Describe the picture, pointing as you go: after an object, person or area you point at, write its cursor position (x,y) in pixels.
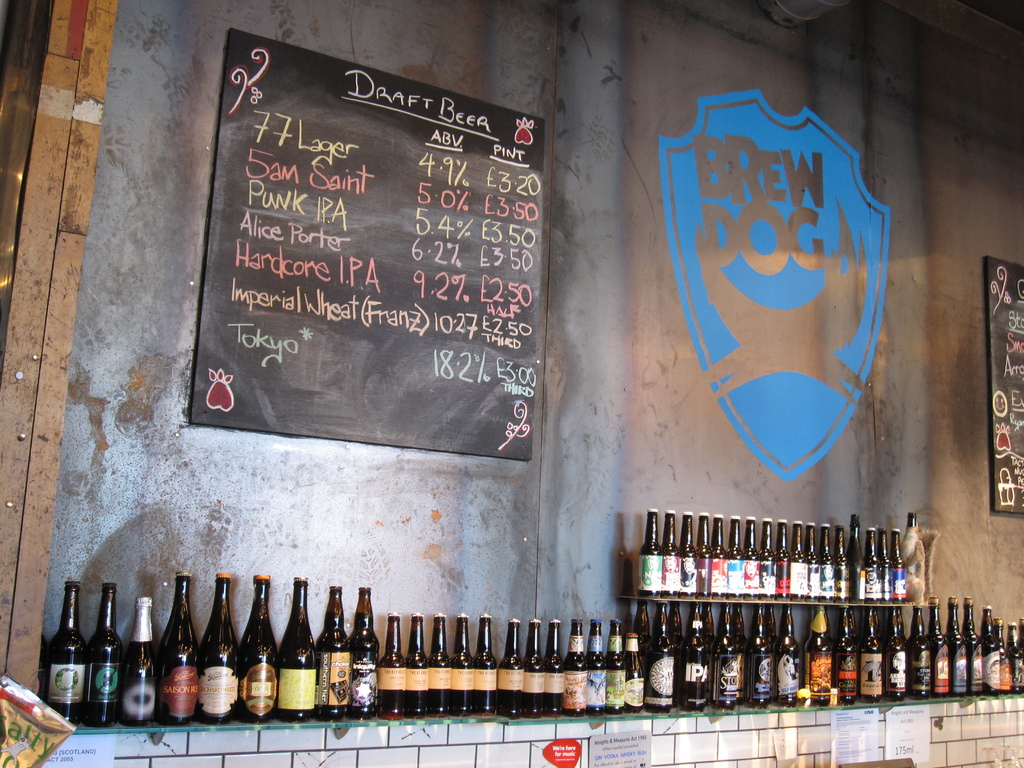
In this picture we can see some series of alcohol bottles (538,693) which are placed in a row, in the background (472,639) we can see a wall (556,423) and a black board (503,379) and handwritten text (438,274) on the board (438,274).
